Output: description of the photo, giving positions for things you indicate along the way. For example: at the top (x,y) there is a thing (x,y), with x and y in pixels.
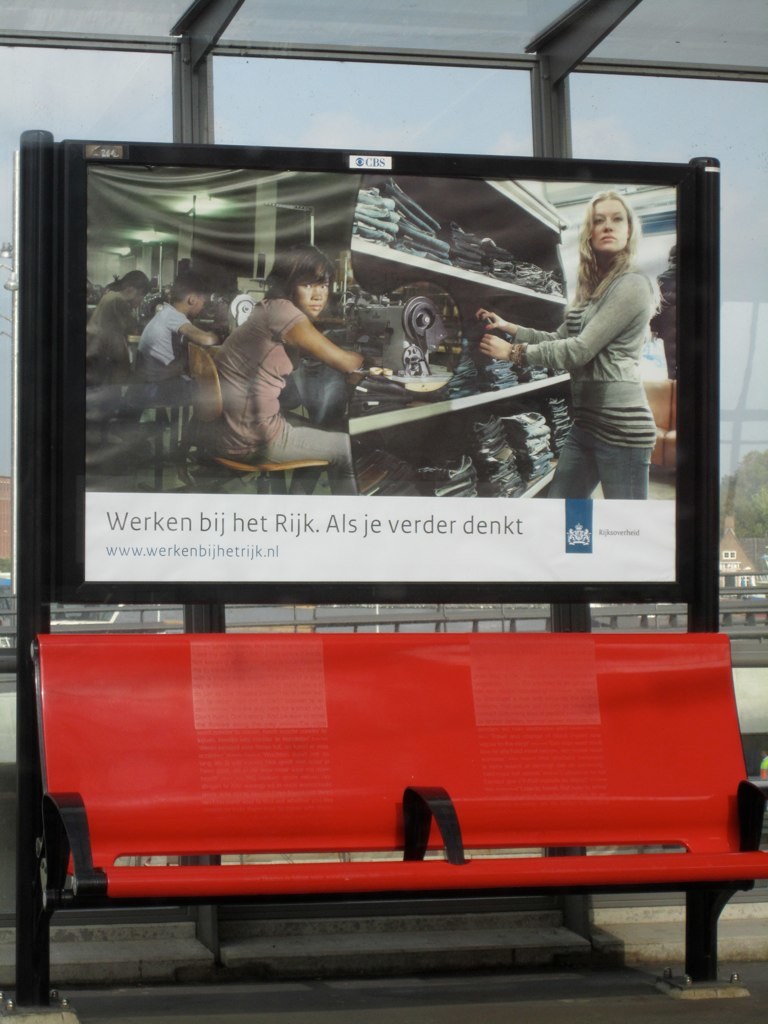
In this image we can see a bench (389,796) and we can also see a poster (239,347) on the stand (63,593) and behind that we can see the glass windows (648,25).
